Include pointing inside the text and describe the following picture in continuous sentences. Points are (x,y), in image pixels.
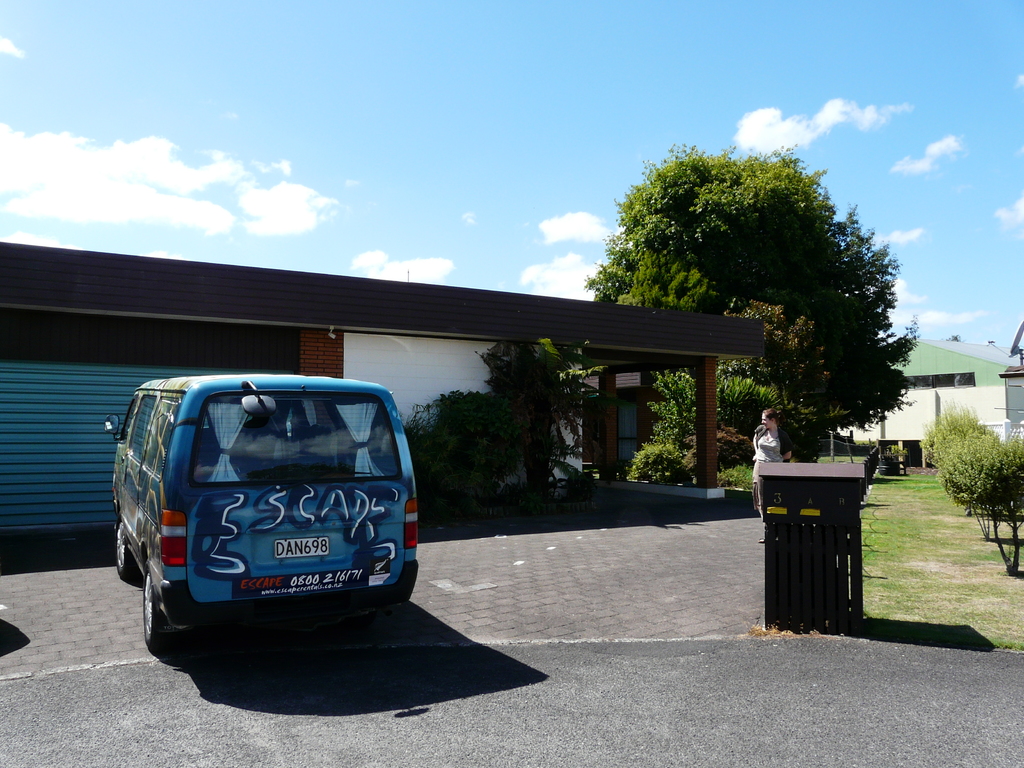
In this picture I can see there is a car (254,565) parked on the left side (245,545) and there is something written on it. There is a building (484,390) in the backdrop (103,393) and there are trees (989,455) on right side (775,403). There is a woman (768,460) standing at the right side (765,441). The sky (337,193) has some clouds (10,184).
